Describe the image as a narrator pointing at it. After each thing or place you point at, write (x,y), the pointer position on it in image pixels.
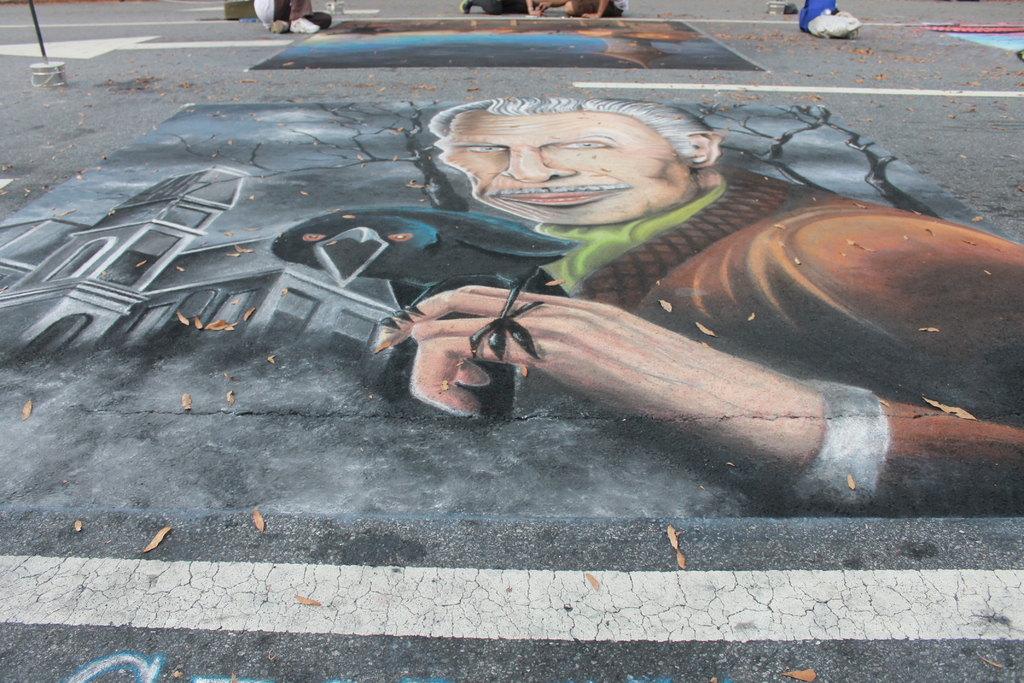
In this image, we can see paintings (465,152) on the road (801,51) and in the background (809,26), there are some people (270,16) and there is a bucket (44,64) and a brush (45,51).
